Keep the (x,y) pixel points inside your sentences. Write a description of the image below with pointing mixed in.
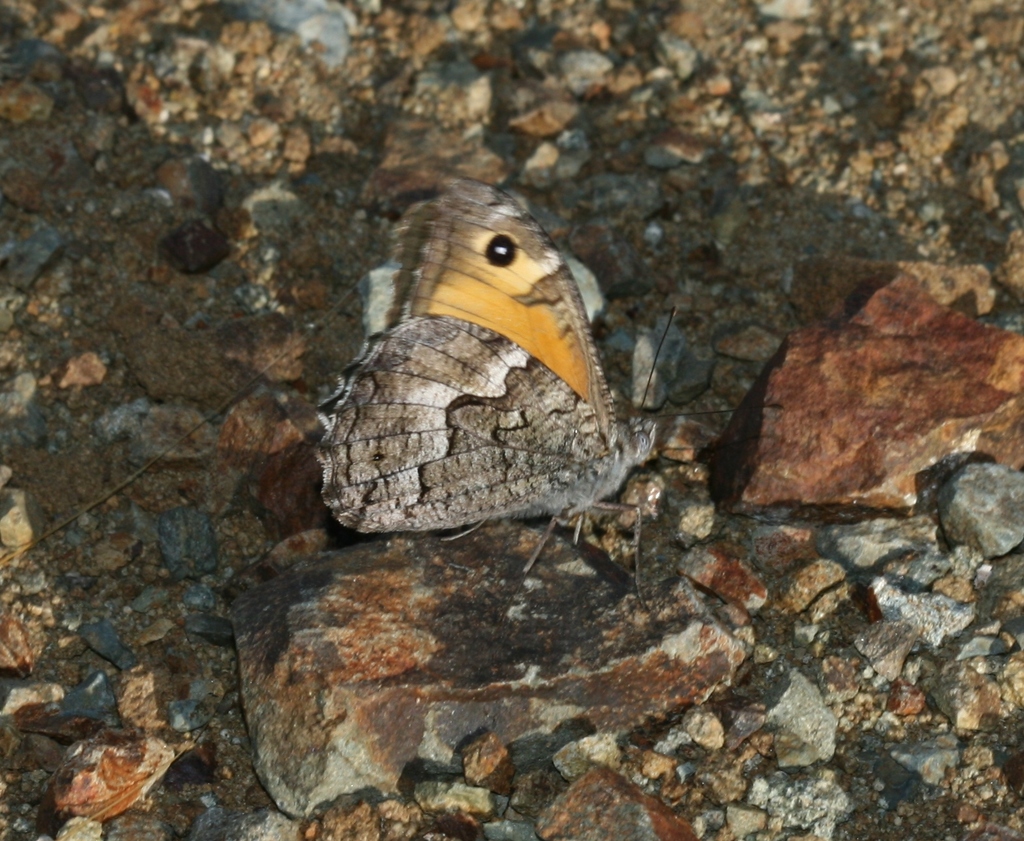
In this image I can see few stones (244,610) and I can see a grey and yellow colour insect (484,355) over here.
